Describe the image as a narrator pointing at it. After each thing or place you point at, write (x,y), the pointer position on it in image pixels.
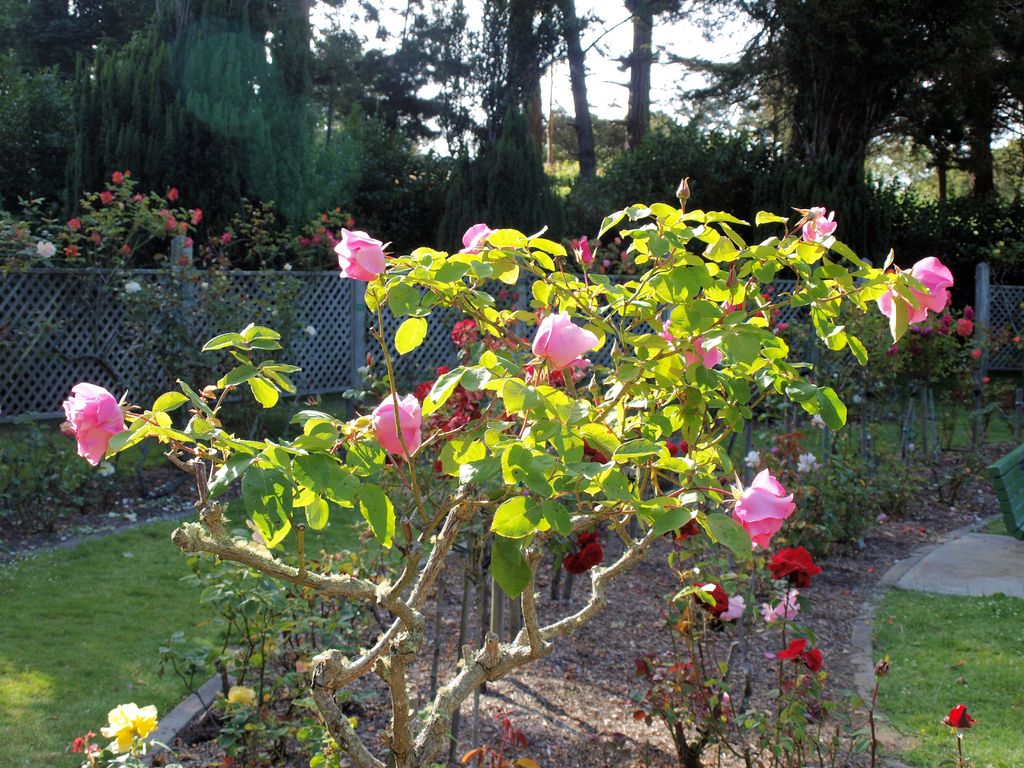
In this picture we can see some flowers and plants (430,376) in the front (302,410), at the bottom (122,602) there is grass (122,602), in the background (854,168) there are some trees (755,120), we can see fencing (8,319) in the middle (349,295), there is the sky (594,61) at the top of the picture (591,0).
